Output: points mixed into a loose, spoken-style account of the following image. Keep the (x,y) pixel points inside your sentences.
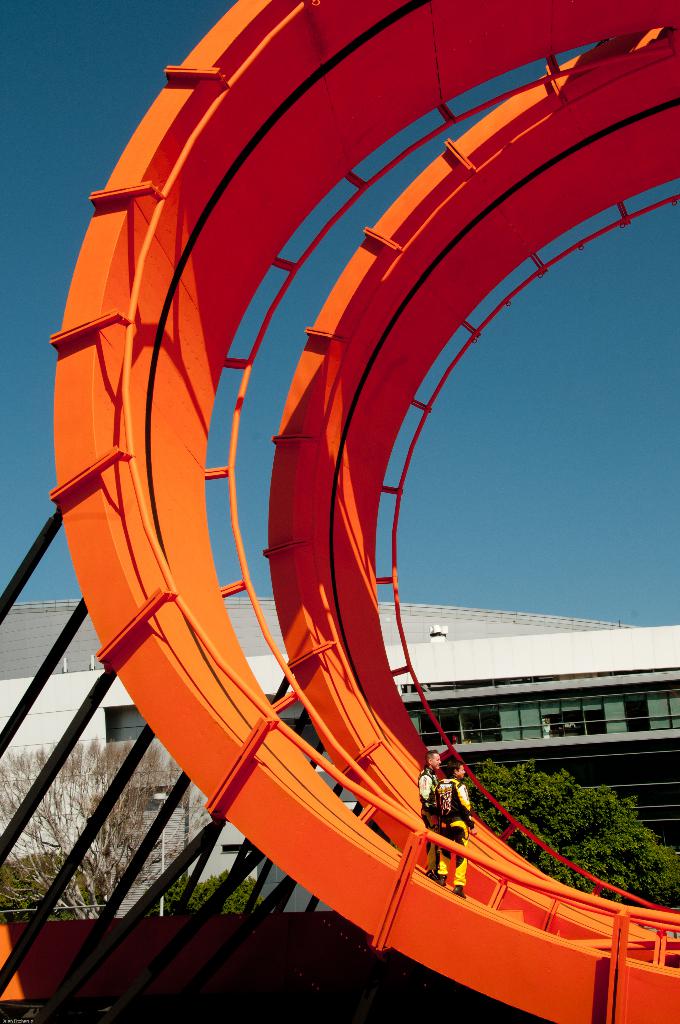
This image consists of a ramp (184,517) in orange color. On which we can see two persons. In the background (582,728), there is a building (582,728) along with the tree (9,806), At the bottom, there are black color rods (108,920).
